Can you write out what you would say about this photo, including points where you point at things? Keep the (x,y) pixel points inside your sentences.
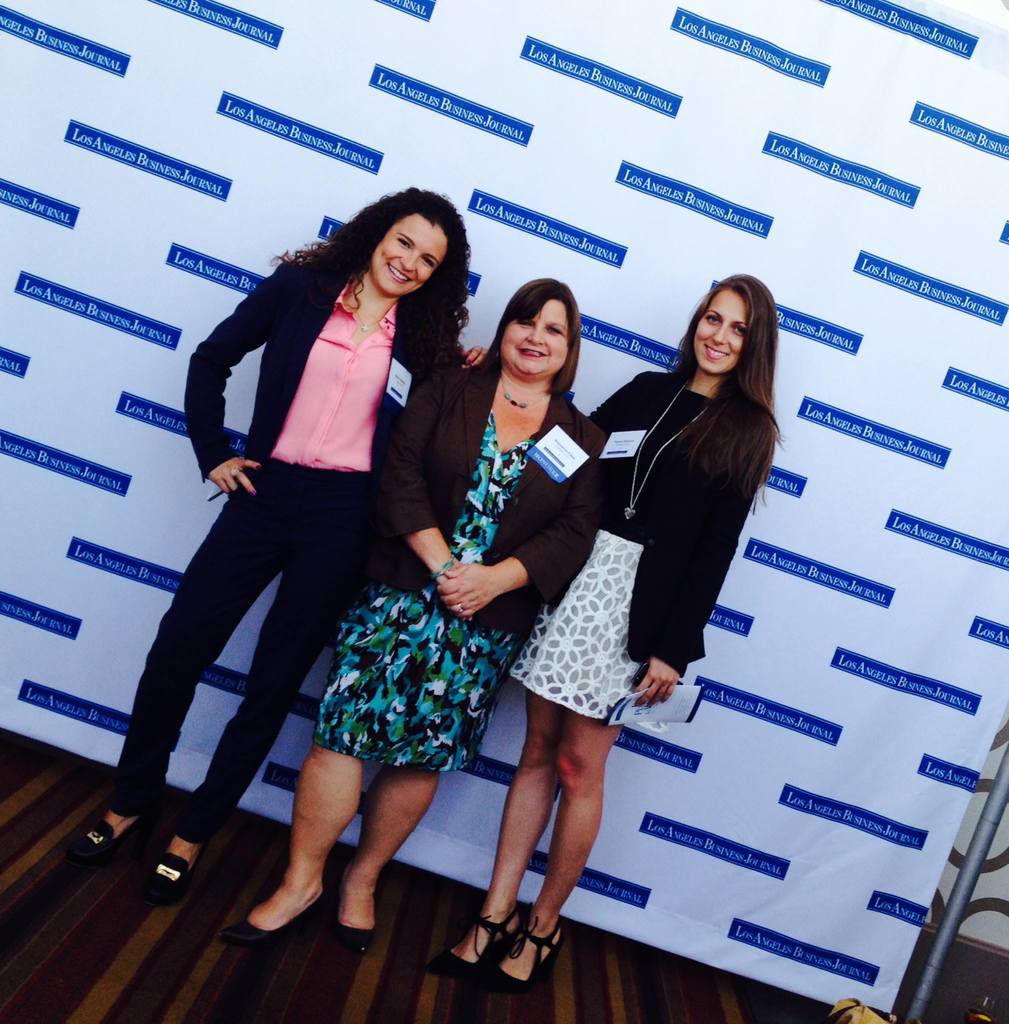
This image consists of three women (424,691) wearing jackets (503,528) are standing. At the bottom (375,973), there is a floor (117,975). In the background (780,176), we can see a banner (684,750). On the right (965,910), there is a rod (933,951).
